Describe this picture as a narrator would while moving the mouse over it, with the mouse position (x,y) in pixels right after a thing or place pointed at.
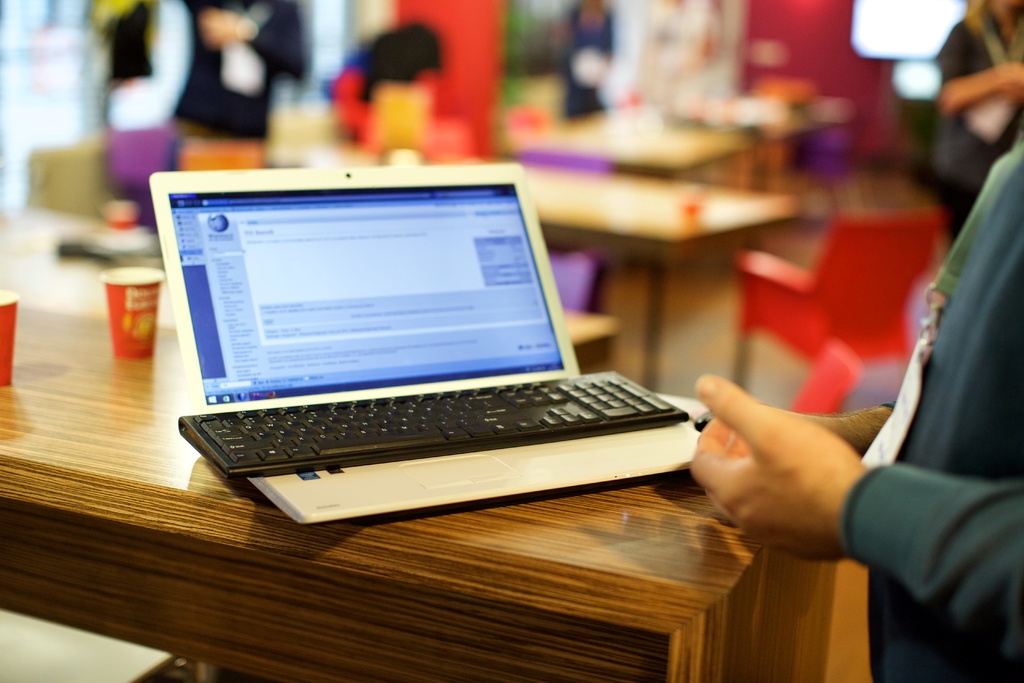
On the right hand side (982,269), a man (982,282) in sweater (978,425) near a laptop (636,447) which is on the table (121,438). There are cups (148,356) and keyboard (248,446) on the table (103,447). In the background (691,168), there are tables (723,105), some persons (216,114), light (937,12), red color object (488,51) and some other items (712,118).
